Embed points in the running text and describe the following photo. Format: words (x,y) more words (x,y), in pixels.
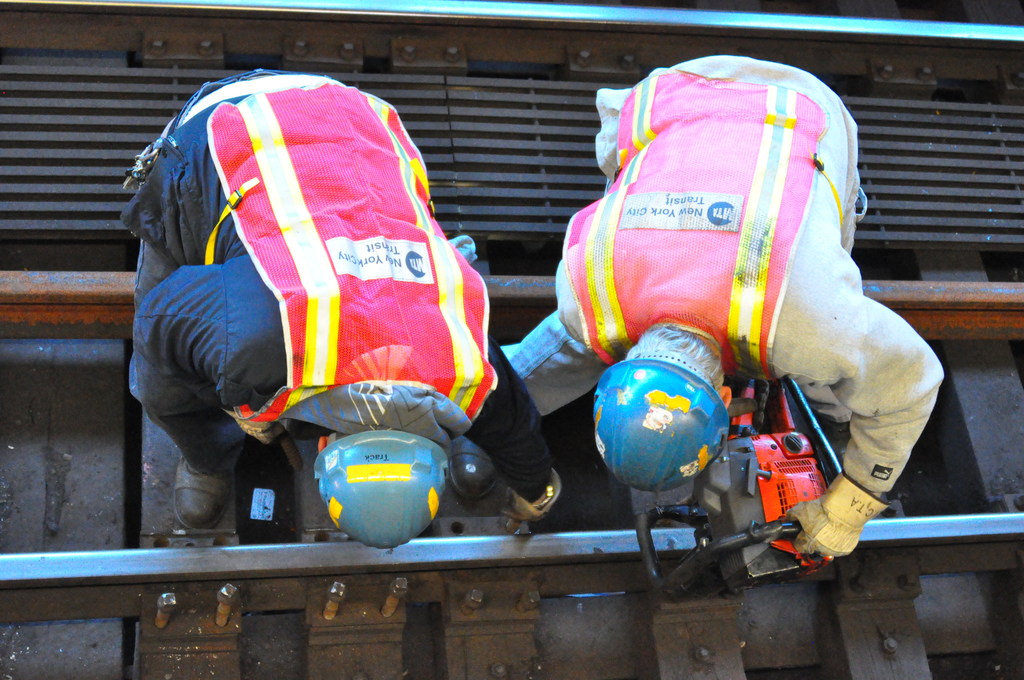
In this image there are persons (376,375) working on the railway track (584,518).
